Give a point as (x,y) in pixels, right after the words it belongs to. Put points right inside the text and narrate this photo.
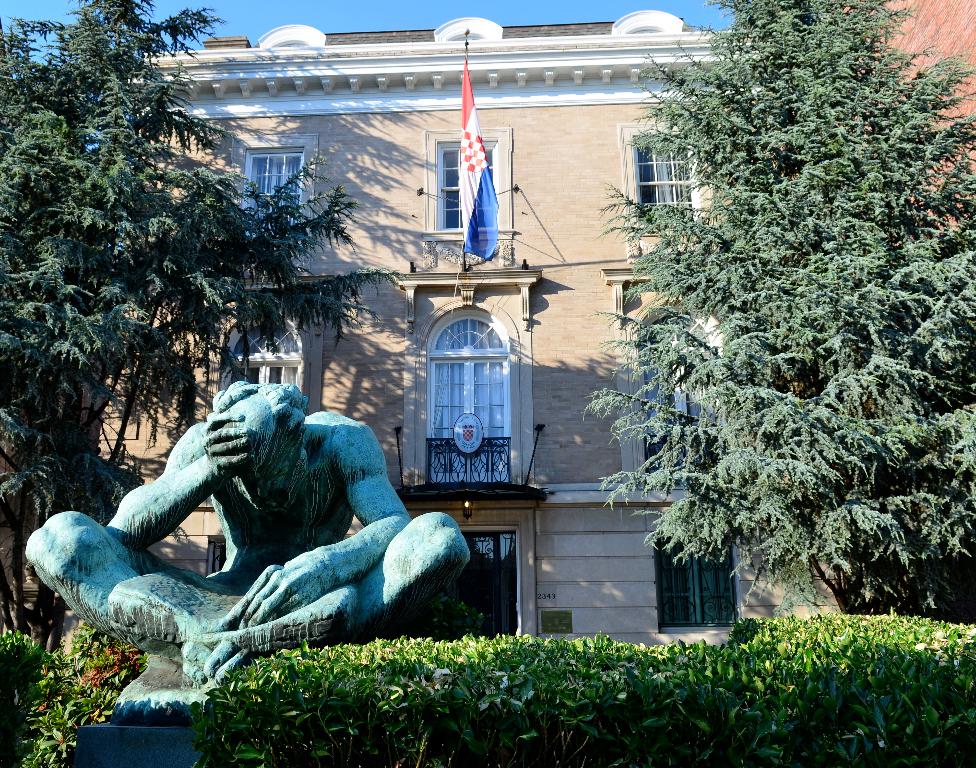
In this picture there is a statue (244,537) on the left side of the image (265,410) and there are trees (742,513) on the right (918,285) and left side of the image (174,286), there are plants (756,726) at the bottom side of the image (617,702) and there is a building (454,202) in the center of the image (550,418), in the background area (510,202) and there is a flag (471,182) in the center of the image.
